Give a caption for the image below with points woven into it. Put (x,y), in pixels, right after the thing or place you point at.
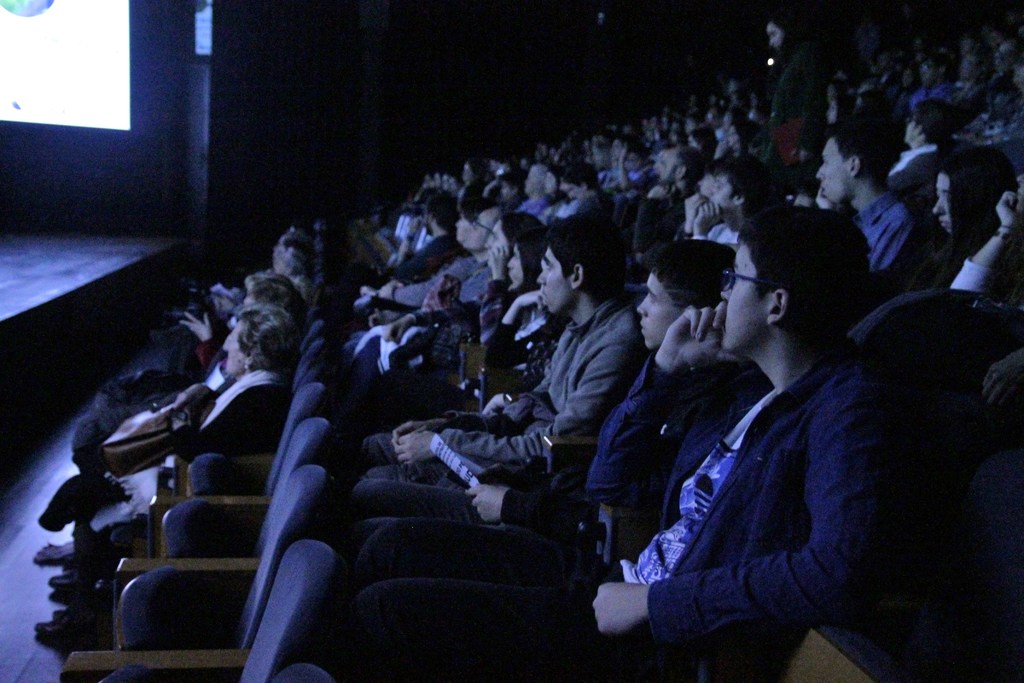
In this image I can see number of people (817,68) where one is standing and rest all are sitting on chairs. Here I can see a screen (106,113) and I can see this image is little bit in dark.
